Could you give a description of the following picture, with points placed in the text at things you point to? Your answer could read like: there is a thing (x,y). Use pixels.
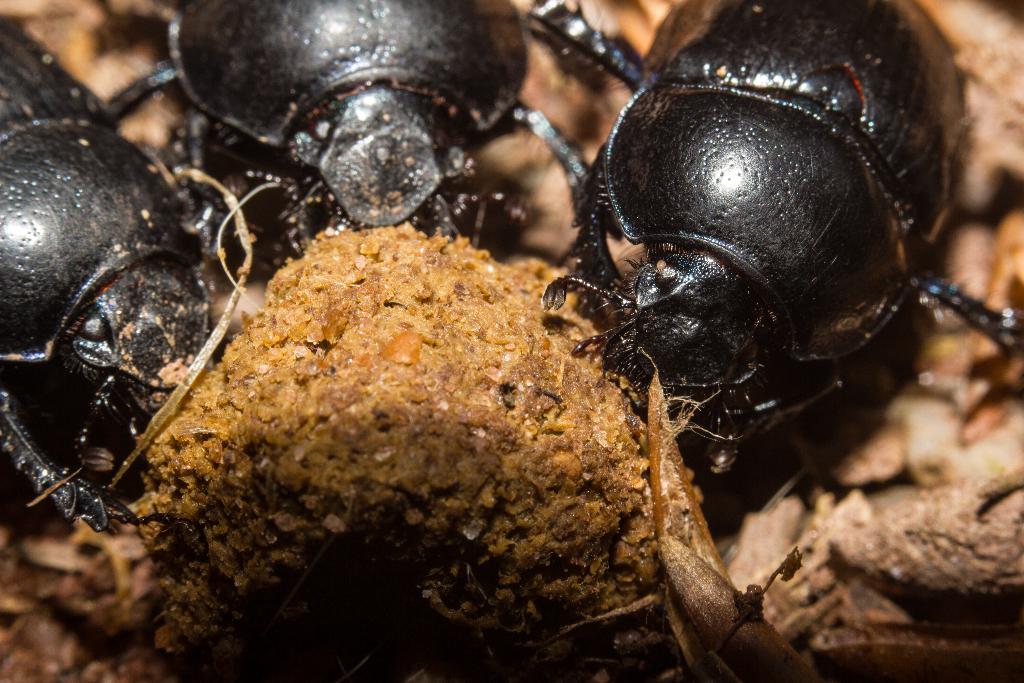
In this image, I can see three beetles (722,205), which are black in color. The background (1017,178) looks blurry. This looks like a dried leaf (717,604).
